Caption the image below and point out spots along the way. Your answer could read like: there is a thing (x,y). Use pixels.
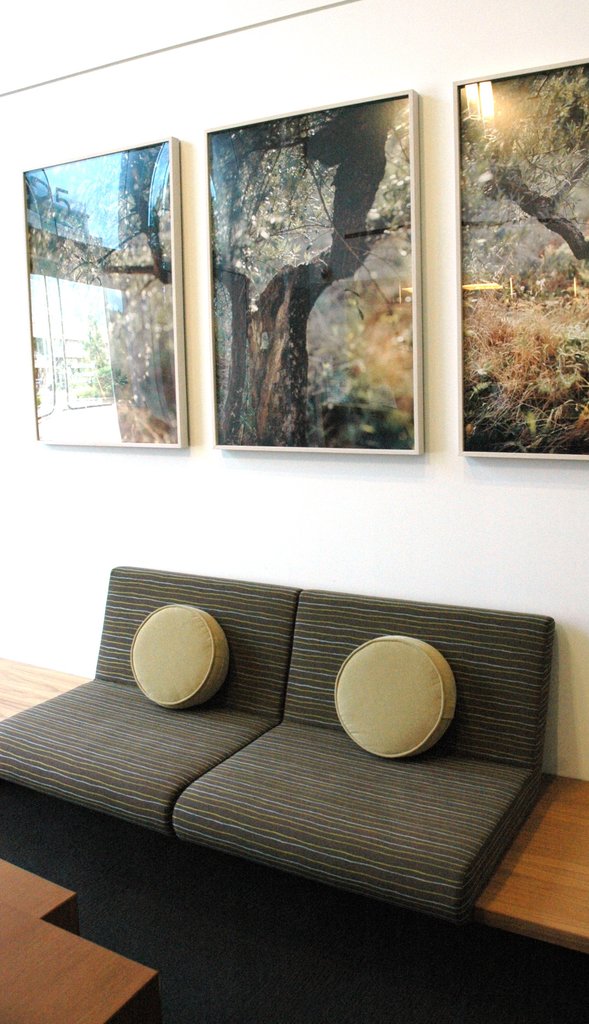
in a room (294,808) there is a sofa (271,804) which has 2 round cushions (359,684) on it. behind it there is a white wall (342,511) on which there are 3 photo frames (335,334) of trees (103,275).
